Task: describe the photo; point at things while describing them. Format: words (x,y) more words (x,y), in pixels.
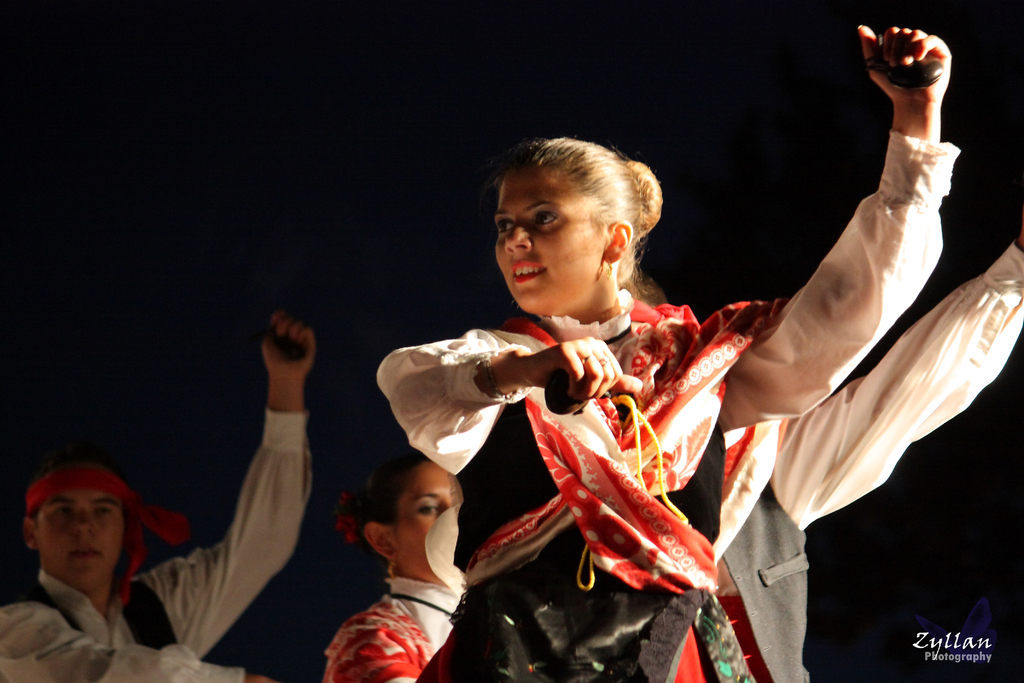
In this image there is a girl (656,530) in the middle (615,452) who is dancing by raising her hands (620,378). Behind her there are few other people (235,583) who are dancing. In the background (310,601) it is dark. They are wearing different costumes (533,547).
